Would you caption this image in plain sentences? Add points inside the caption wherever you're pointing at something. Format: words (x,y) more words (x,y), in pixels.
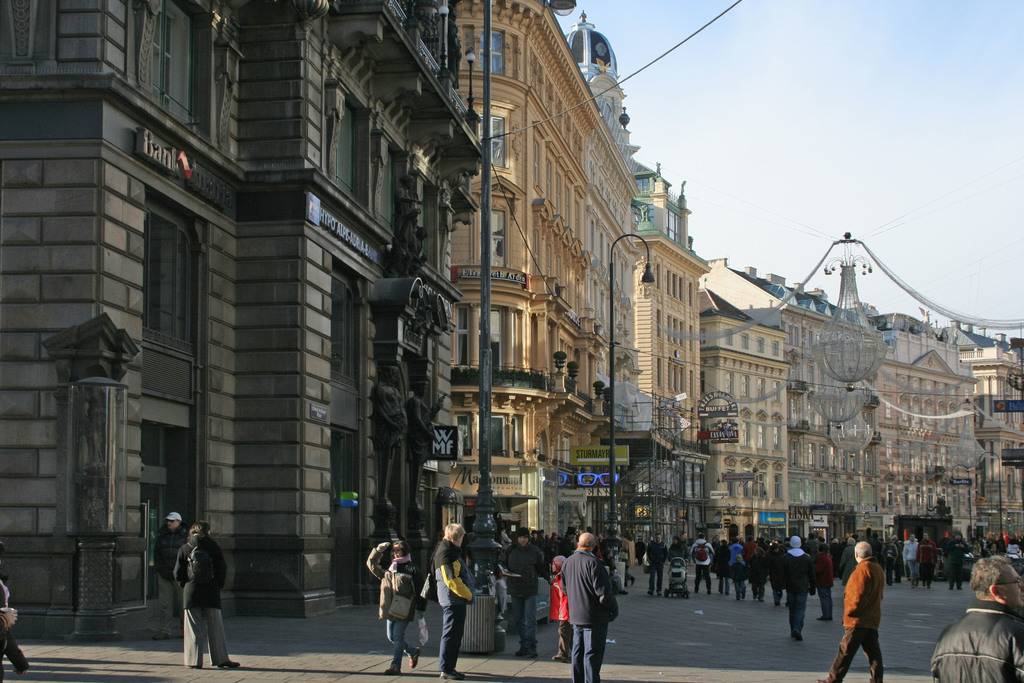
In this picture we can see so many people (608,600) are walking on the road (762,631), side we can see so many buildings (568,442).
